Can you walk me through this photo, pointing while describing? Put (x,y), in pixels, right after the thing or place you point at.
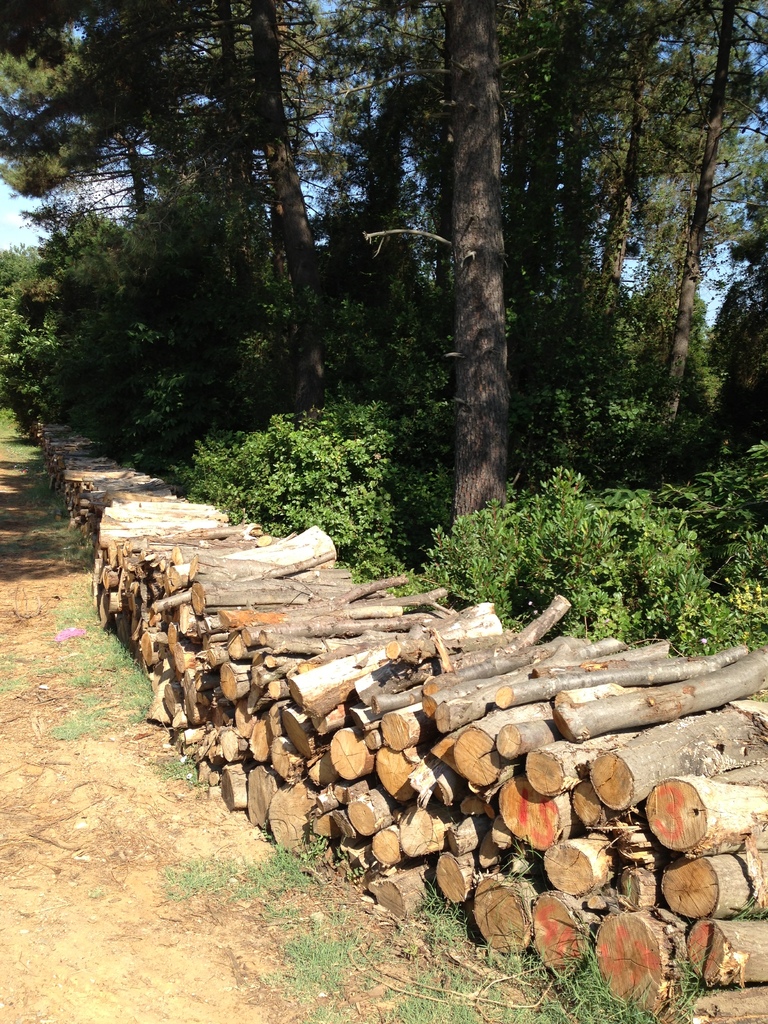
In this image we can see there are many wooden logs (730,690) and there are many trees (755,375) at the back (425,45).
